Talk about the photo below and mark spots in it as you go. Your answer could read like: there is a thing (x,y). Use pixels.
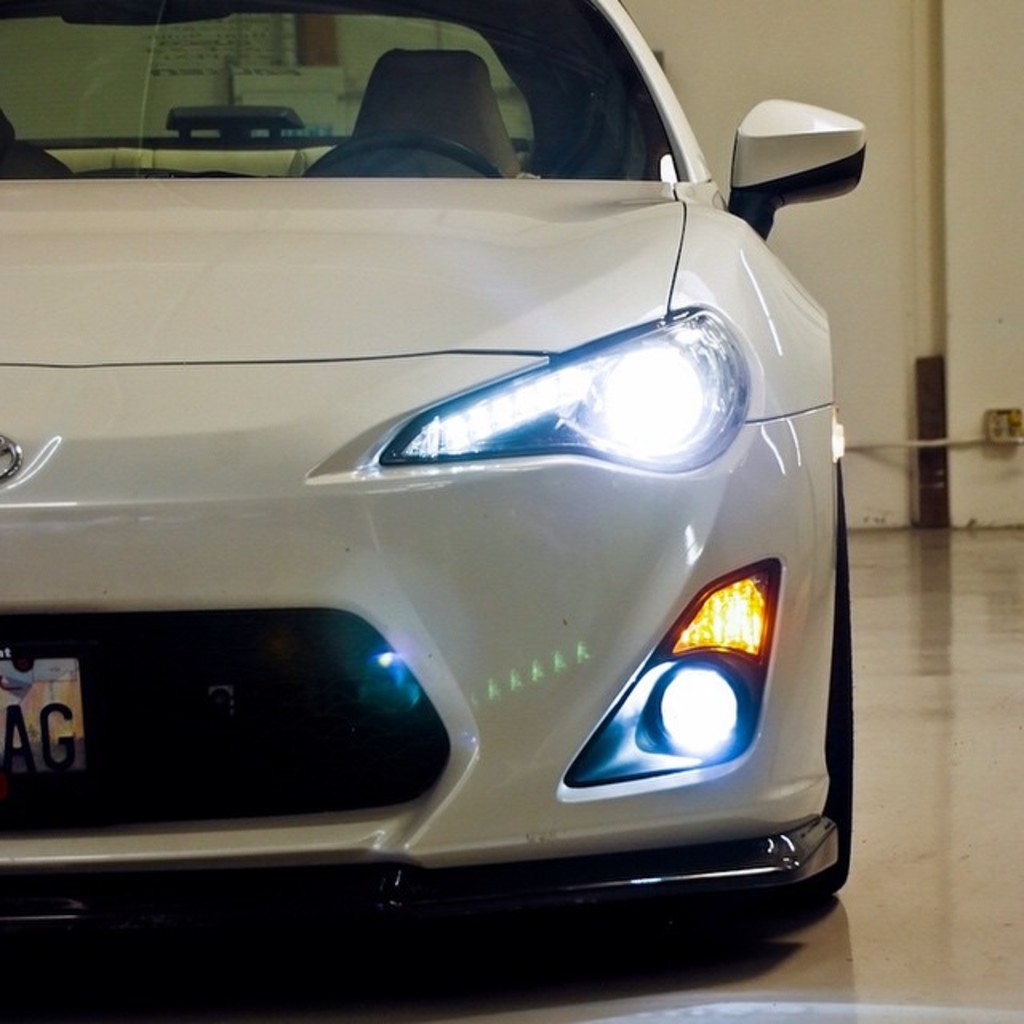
In this picture we can see a white color car (457,629) in the front (319,502), in the background (743,94) there is a wall (957,43), we can see lights (666,744) and an indicator (736,614) of this car (726,558).
